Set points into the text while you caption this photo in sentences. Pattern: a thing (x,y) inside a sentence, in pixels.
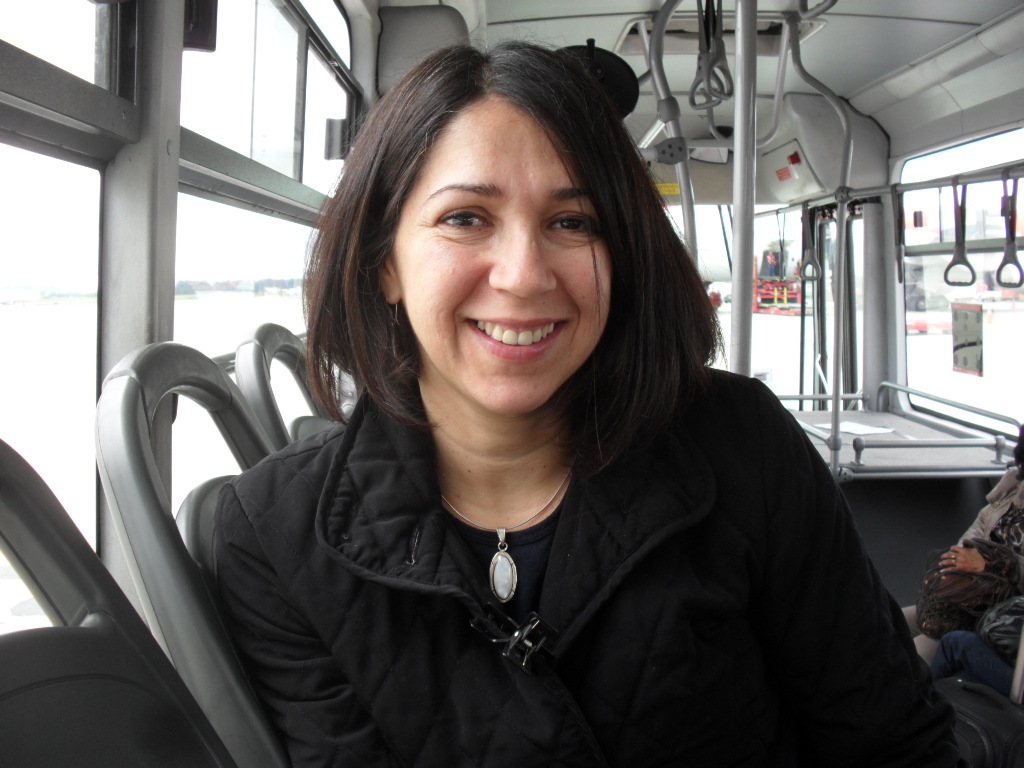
This image consists of a woman (652,641) wearing black jacket (569,584) is sitting in the bus (789,23). To the left (74,235), there are windows (90,230). At the top (844,59), there is a roof (817,67).
